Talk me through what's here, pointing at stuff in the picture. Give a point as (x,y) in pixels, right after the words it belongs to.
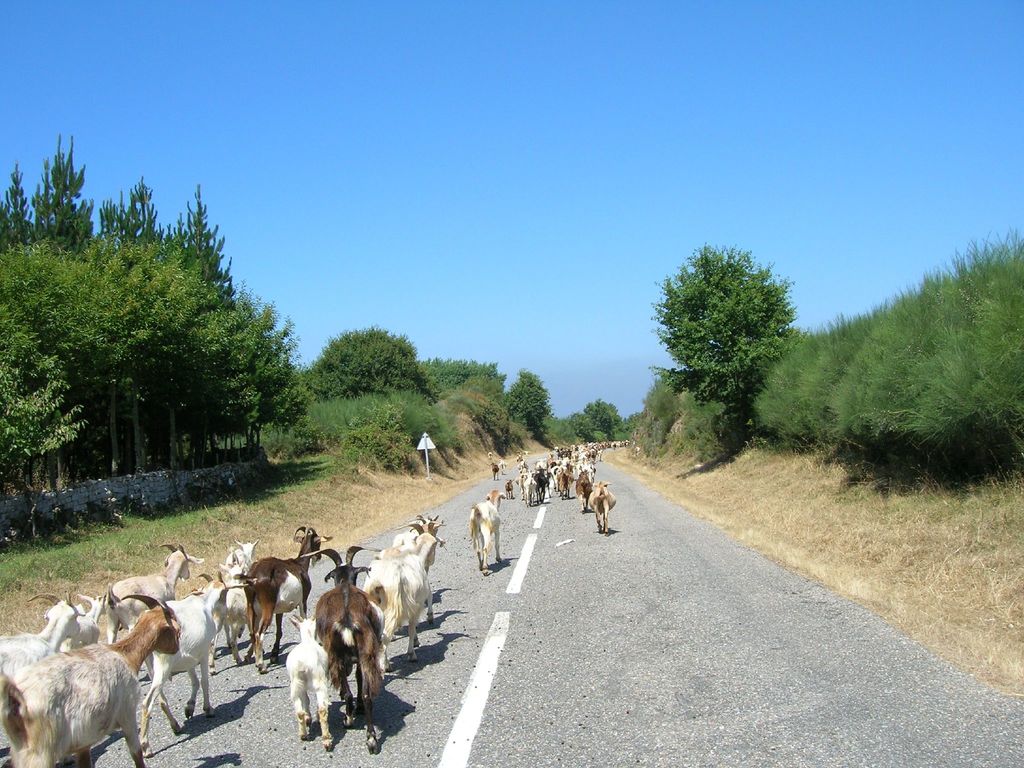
In this image we can see animals (294,591) are walking on the road (510,541). To either side of the road (444,587) we can see trees (243,420) and plants (427,394) on the ground (408,492) and on the left side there is a board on the pole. In the background (420,136) we can see the sky (322,131).
